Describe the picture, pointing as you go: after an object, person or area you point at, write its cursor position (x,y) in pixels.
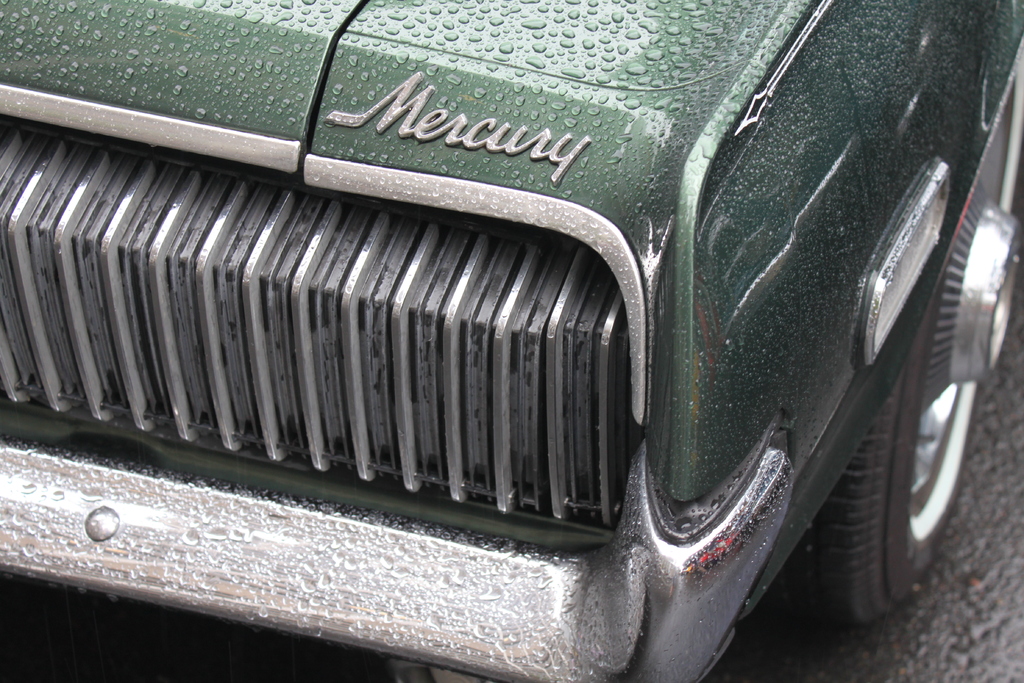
In this picture we can observe a green color vehicle (697,139). On the right side (901,393) there is a tire (894,467). We can observe a bumper (293,587) which is in silver color.
